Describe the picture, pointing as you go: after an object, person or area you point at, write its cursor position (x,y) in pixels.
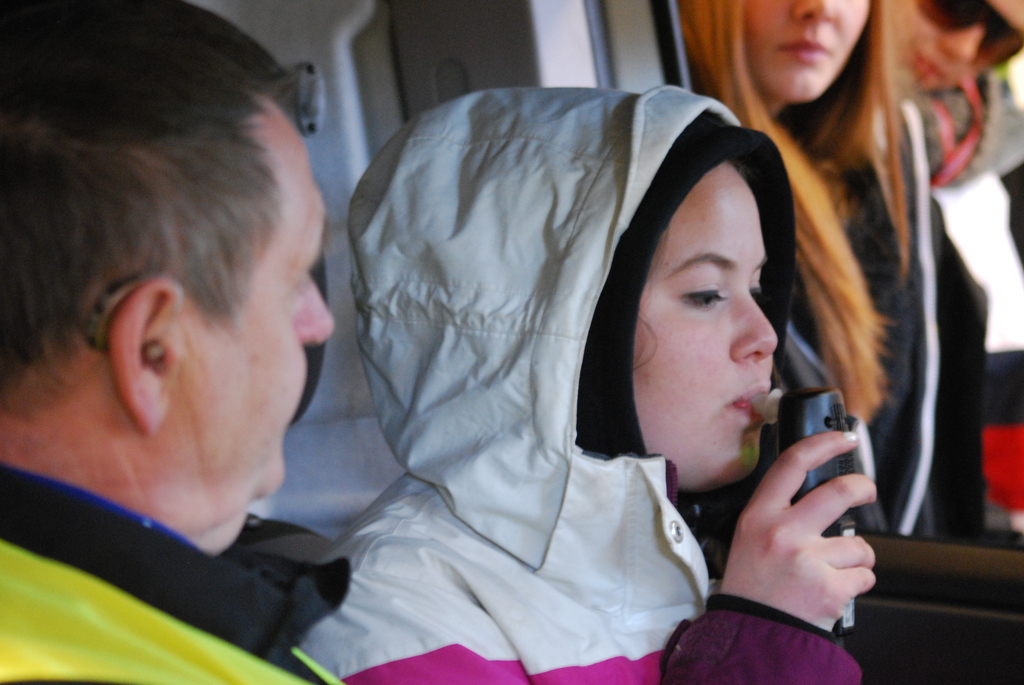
This is looking like an inside view of a vehicle (362,80). Here I can see a woman (575,433) wearing a jacket (571,544), facing towards the right side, holding an object (812,435) in the hand (797,531) and kept it inside the mouth (750,415). Beside her there are three persons (850,98) looking at this woman (558,328).
